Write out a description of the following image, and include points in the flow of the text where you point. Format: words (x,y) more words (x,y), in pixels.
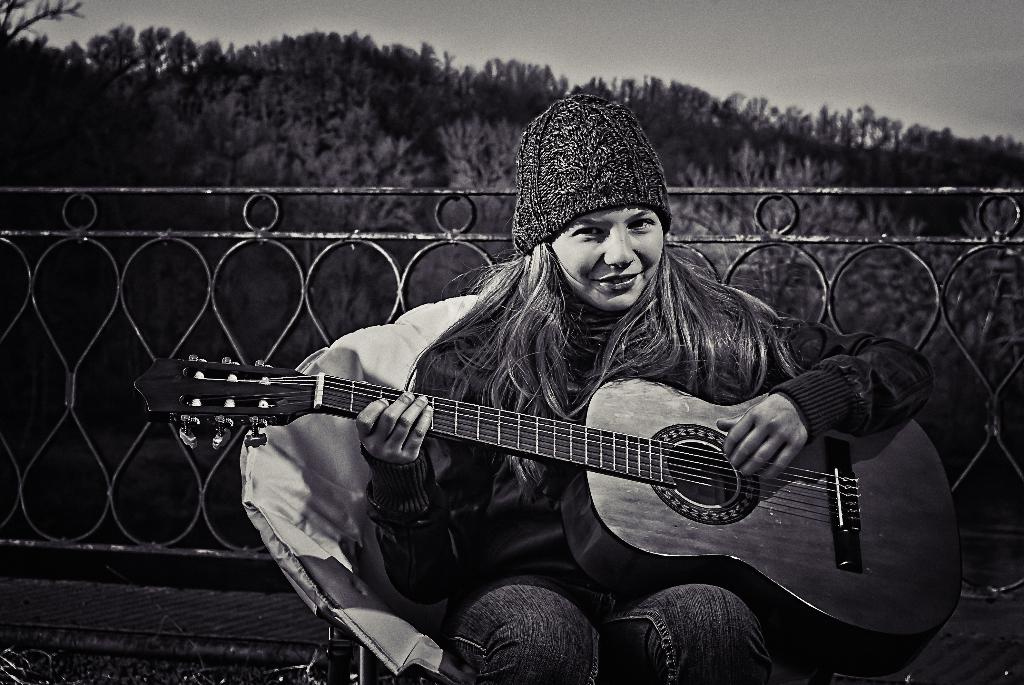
In this image we can see a lady (391,434) sitting and holding a guitar (747,482) in her hands (374,423). In the background (762,231) we can see a railing (262,226) and trees (213,133).
